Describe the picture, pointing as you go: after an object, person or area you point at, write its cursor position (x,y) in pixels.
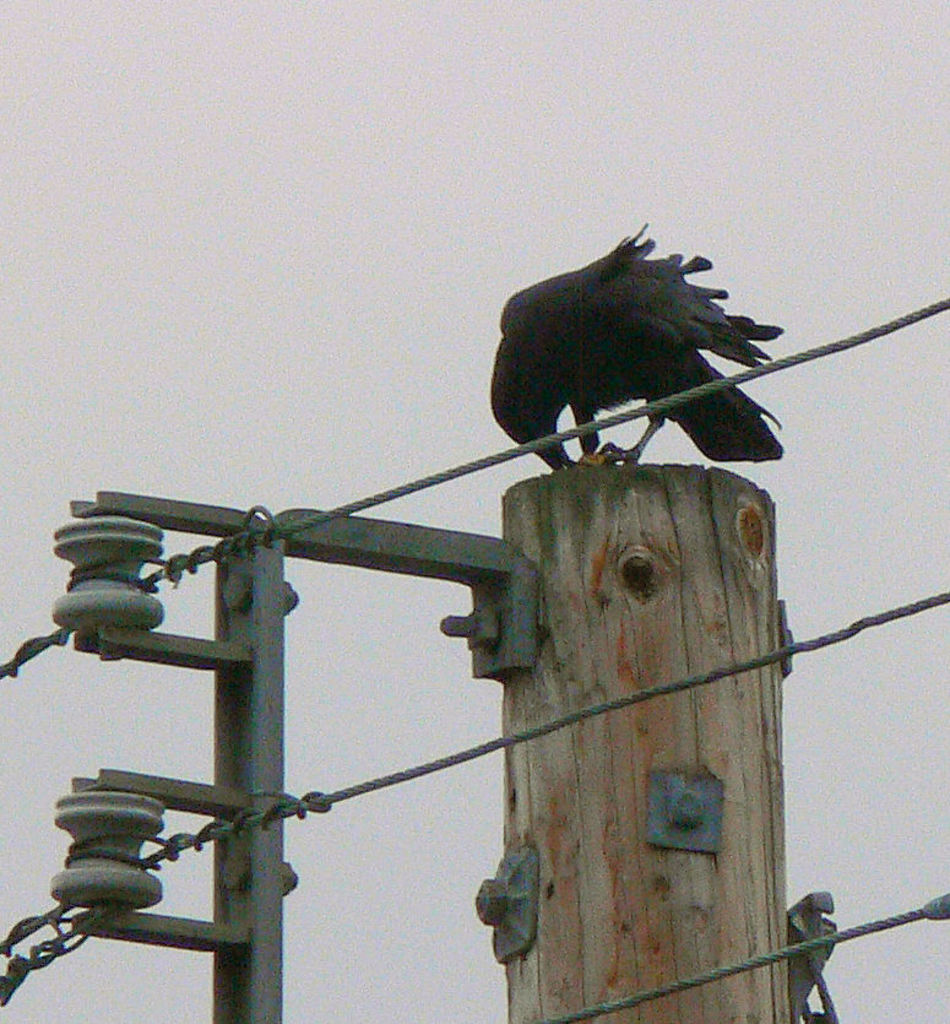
There are electric lines (462,759) attached to the insulators (136,614) which are attached to the stand (239,622). This stand (282,559) is attached to the wooden pole (599,614). On top of this wooden pole (579,683), there is a black color bird (651,267). In the background (635,437), there is sky (880,451).
